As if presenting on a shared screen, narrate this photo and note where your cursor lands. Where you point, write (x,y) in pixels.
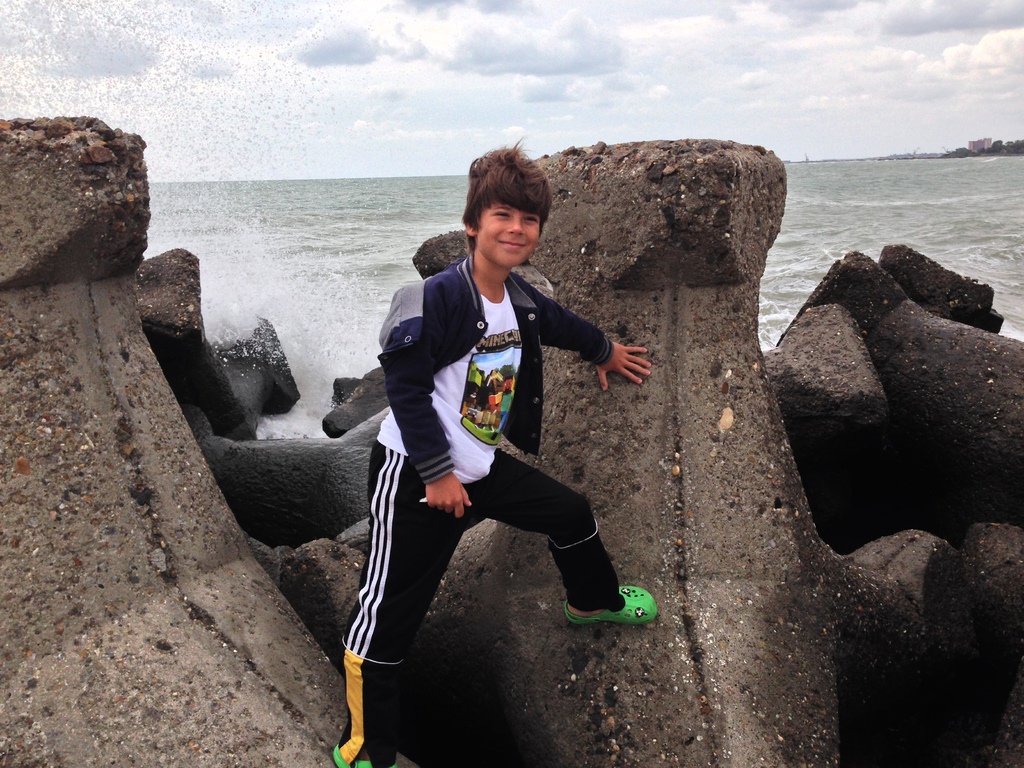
In this image, I can see a boy (498,287) standing and smiling. These are the rocks (651,433). I think this is the sea (387,227). On the right side of the image (995,148), I can see a building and the trees (1008,149). These are the clouds (501,103) in the sky (518,91).
